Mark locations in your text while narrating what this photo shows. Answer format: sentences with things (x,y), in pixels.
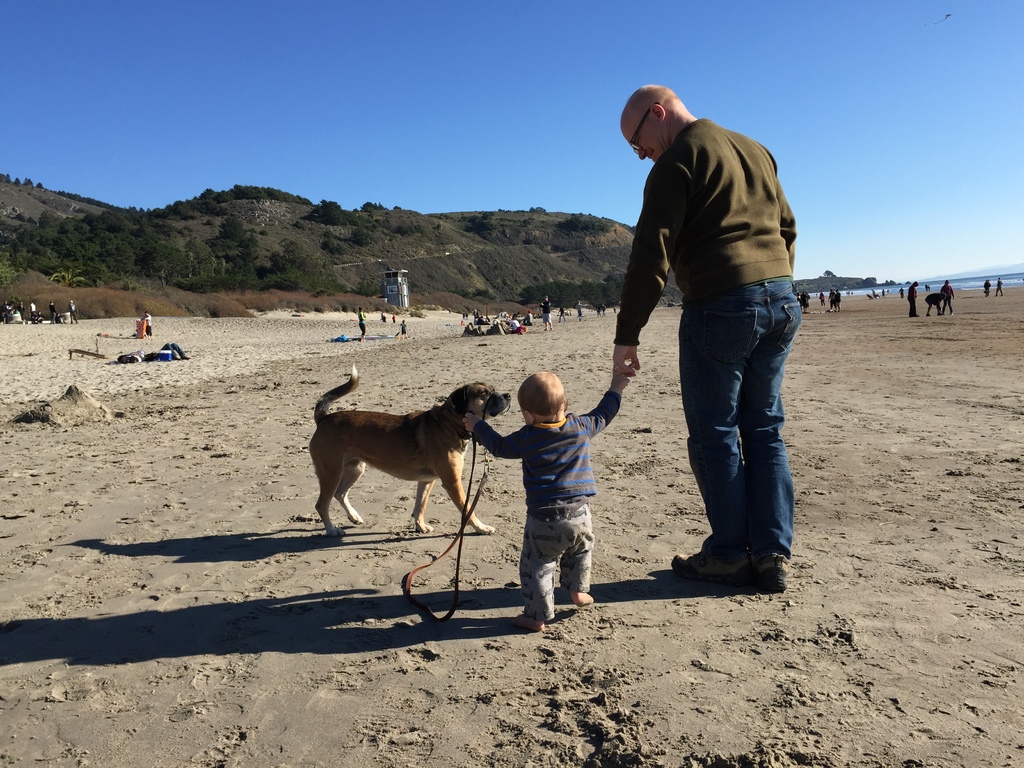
Man (732,291) and a child (580,526) standing with dog (387,462), here there is mountain (512,252) and trees (202,262).
